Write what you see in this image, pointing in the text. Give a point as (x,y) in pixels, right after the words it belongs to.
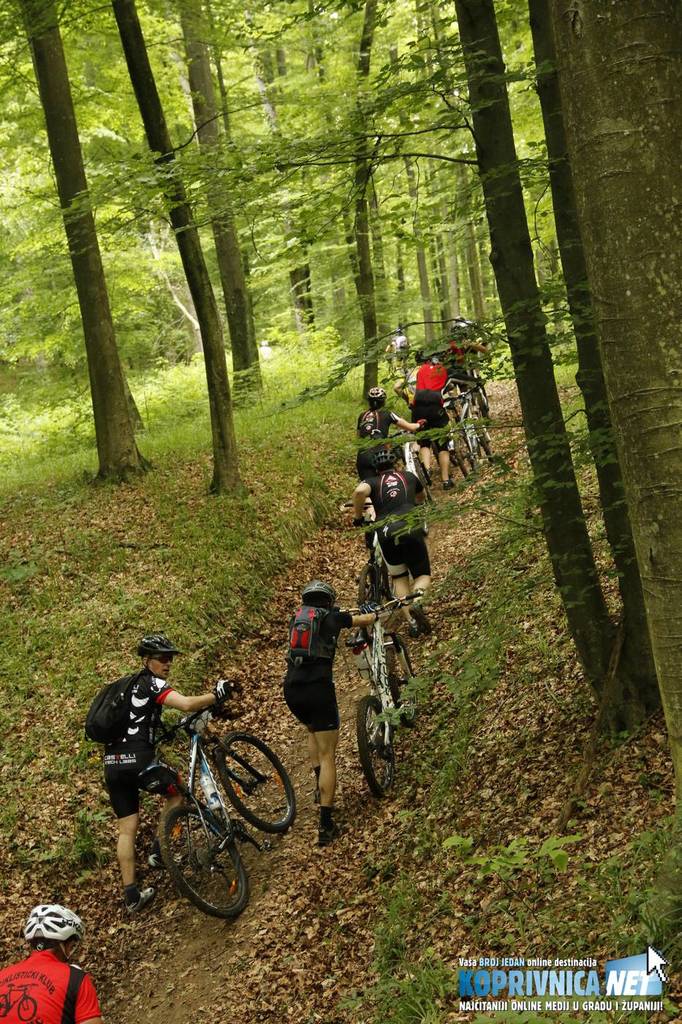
In this image there are bicycles (377,608) and the people (130,875) are holding those bicycles (368,591). People (147,718) are wearing bags (114,723), helmet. There are trees (258,223) on the top (199,212).
